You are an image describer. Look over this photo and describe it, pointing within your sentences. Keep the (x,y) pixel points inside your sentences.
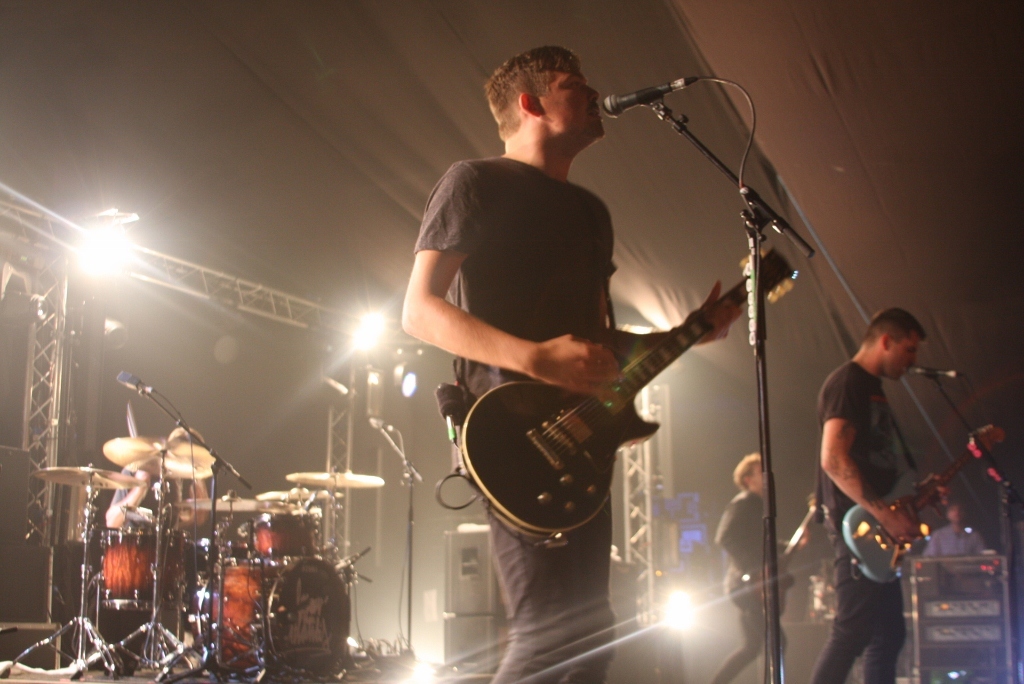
This picture shows a man (546,374) playing a guitar (539,433) in his hands (733,301) in front of a mic (609,106) and a stand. There are some people (888,498) playing a musical instruments (225,591) in the background (146,476). And there is a light (119,262) here.
